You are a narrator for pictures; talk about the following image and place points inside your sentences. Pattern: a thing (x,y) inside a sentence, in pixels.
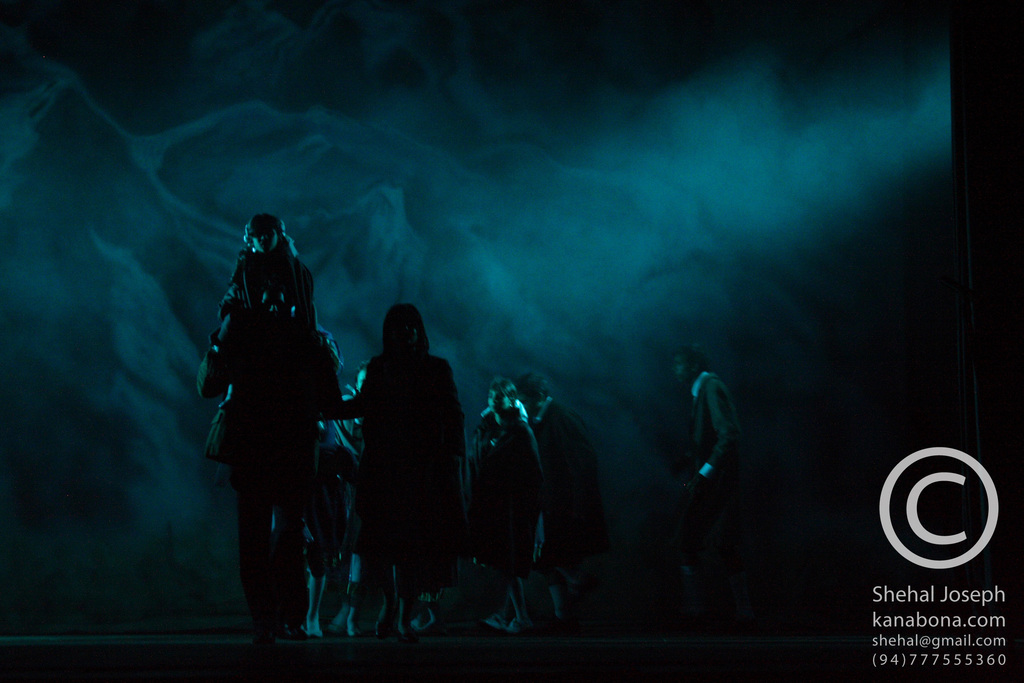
This image is taken during the night time. In this image we can see a few people (435,431) on the surface (434,649). In the bottom right corner (921,547) we can see the watermark (946,564) and also the text (917,619) and the background (833,75) is not clear.
